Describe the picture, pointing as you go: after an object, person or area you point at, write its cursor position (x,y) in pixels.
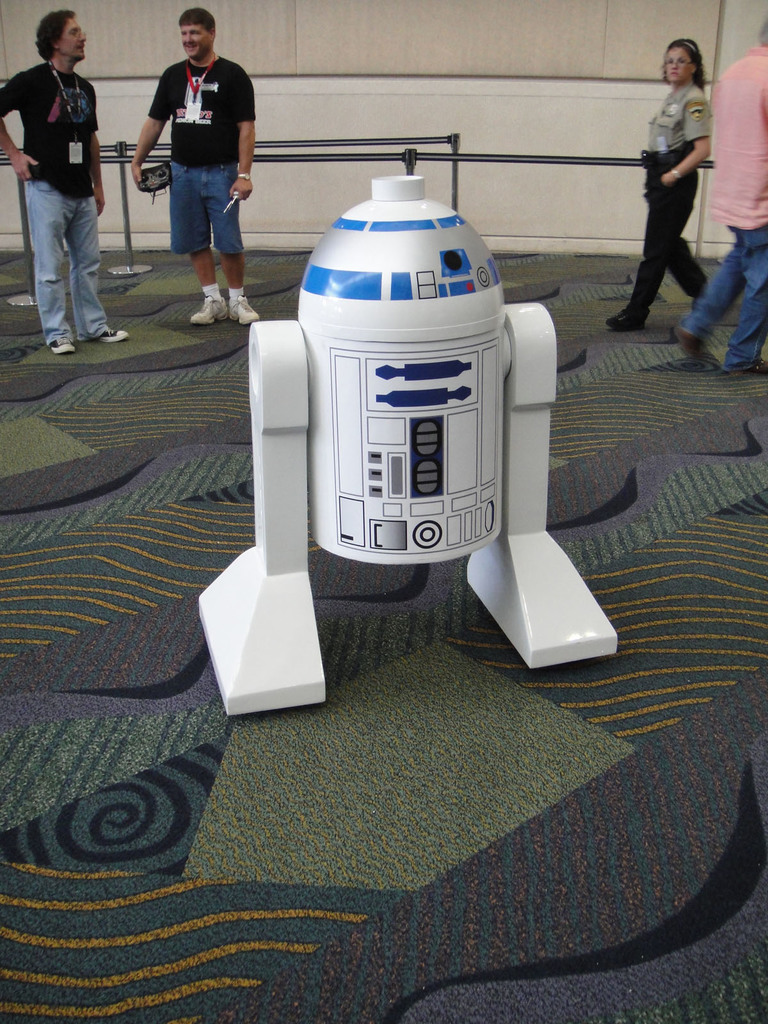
We can see an object (416,494) on the surface (127,448). In the background (82,229) we can see people (753,190), rods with stands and wall (405,128).
